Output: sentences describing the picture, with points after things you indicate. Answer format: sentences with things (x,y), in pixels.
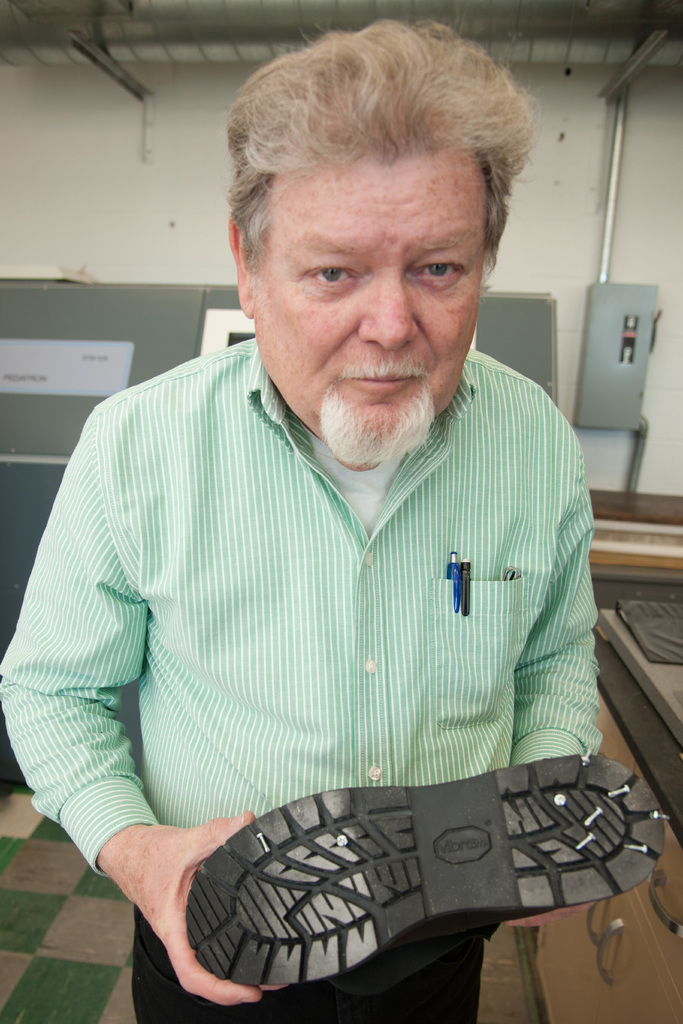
Here in this picture we can see an old man (211,420) standing over a place and holding a shoe (490,889) in his hands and behind him we can see some electrical items (594,344) present on the wall (582,288) and we can also see pipes (534,55) and AC ducts (35,25) present.
